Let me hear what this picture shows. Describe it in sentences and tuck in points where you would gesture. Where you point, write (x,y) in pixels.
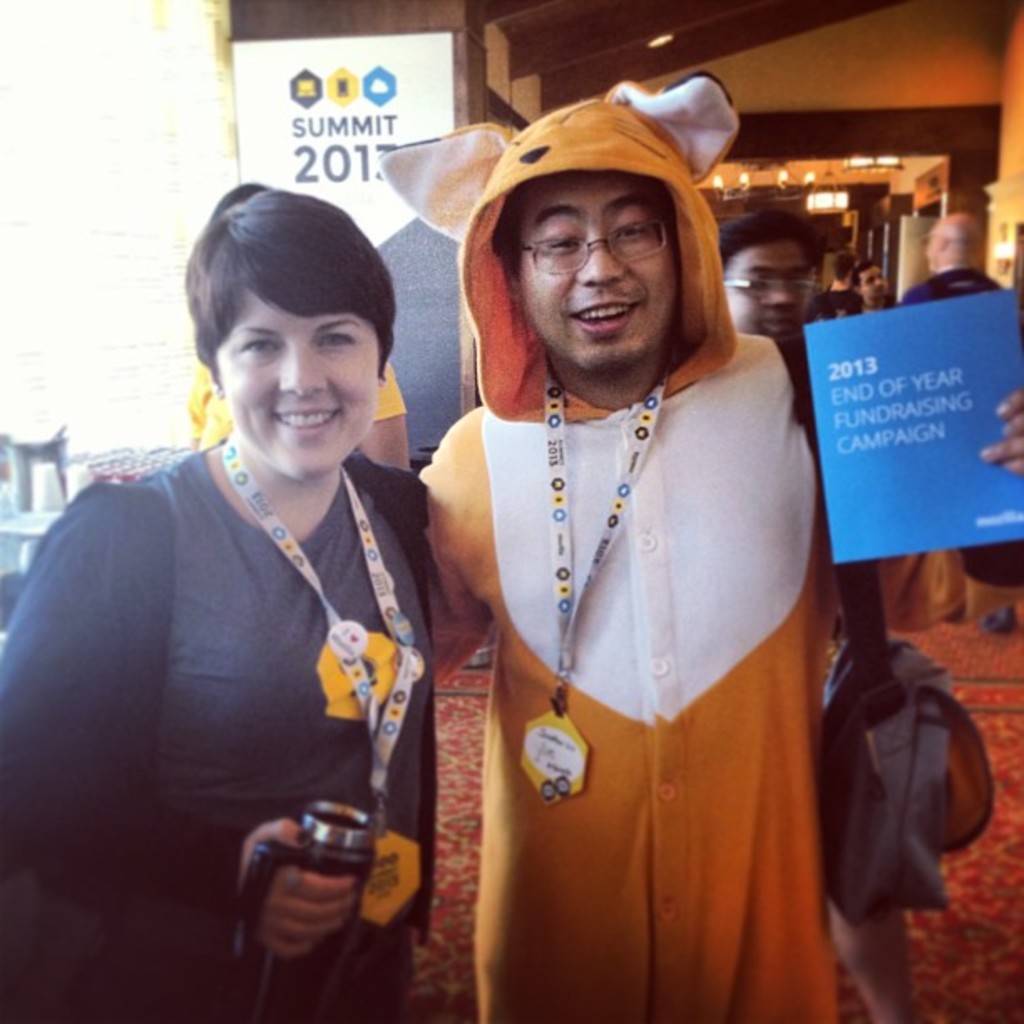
In the image there are two people (395,646) standing and posing for the photo, the second person (572,643) is holding some magazine (863,482) with his hand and both of them are wearing id cards (380,600) and behind them there are some other people (773,220) and on the left side (110,118) there is a wall (102,233).
